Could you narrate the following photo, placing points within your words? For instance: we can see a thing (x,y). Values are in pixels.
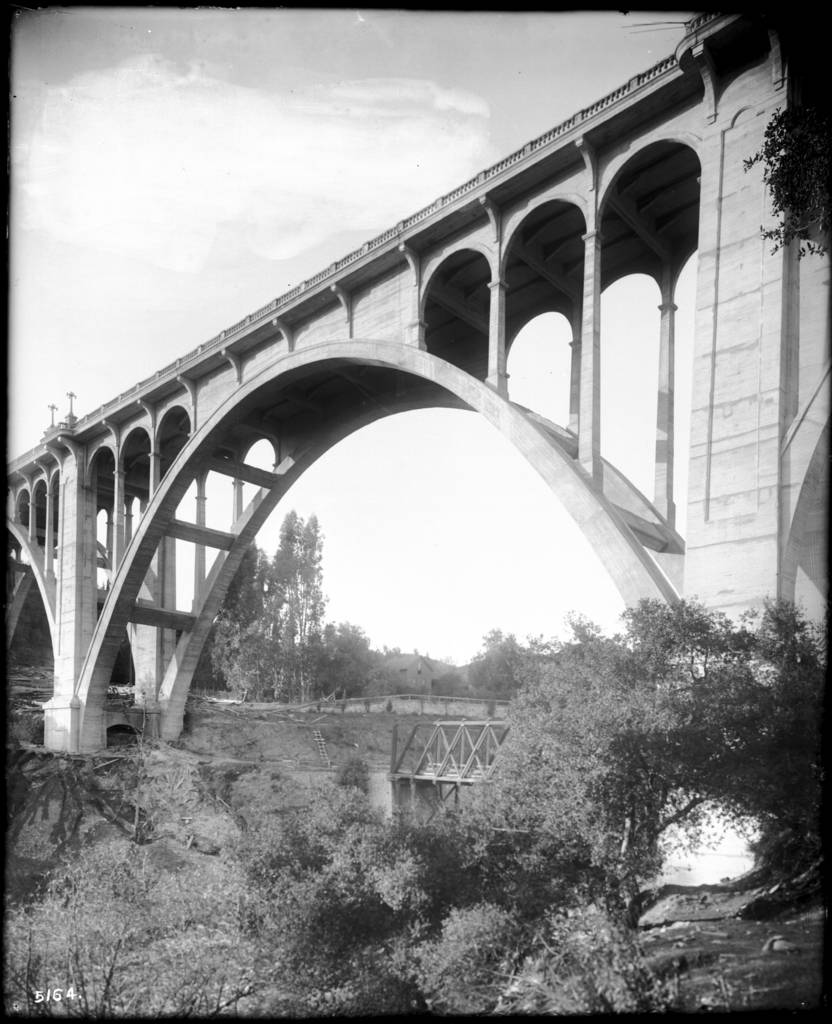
This is a black and white image. I can see an arch bridge (613,535). These are the trees (339,895) and plants (530,698). This looks like a wooden bridge (424,740).
